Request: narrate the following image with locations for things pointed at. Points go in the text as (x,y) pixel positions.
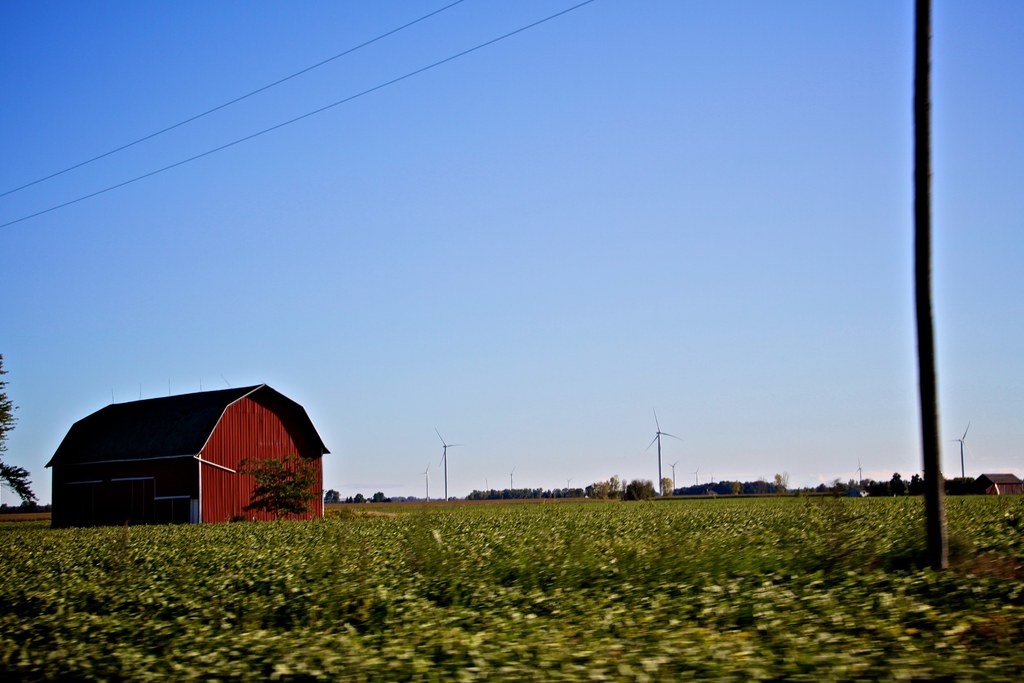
In this picture there is a red color hut (257,460) and there are few green plants (500,585) around it and there are trees (742,488) in the background (721,489).
